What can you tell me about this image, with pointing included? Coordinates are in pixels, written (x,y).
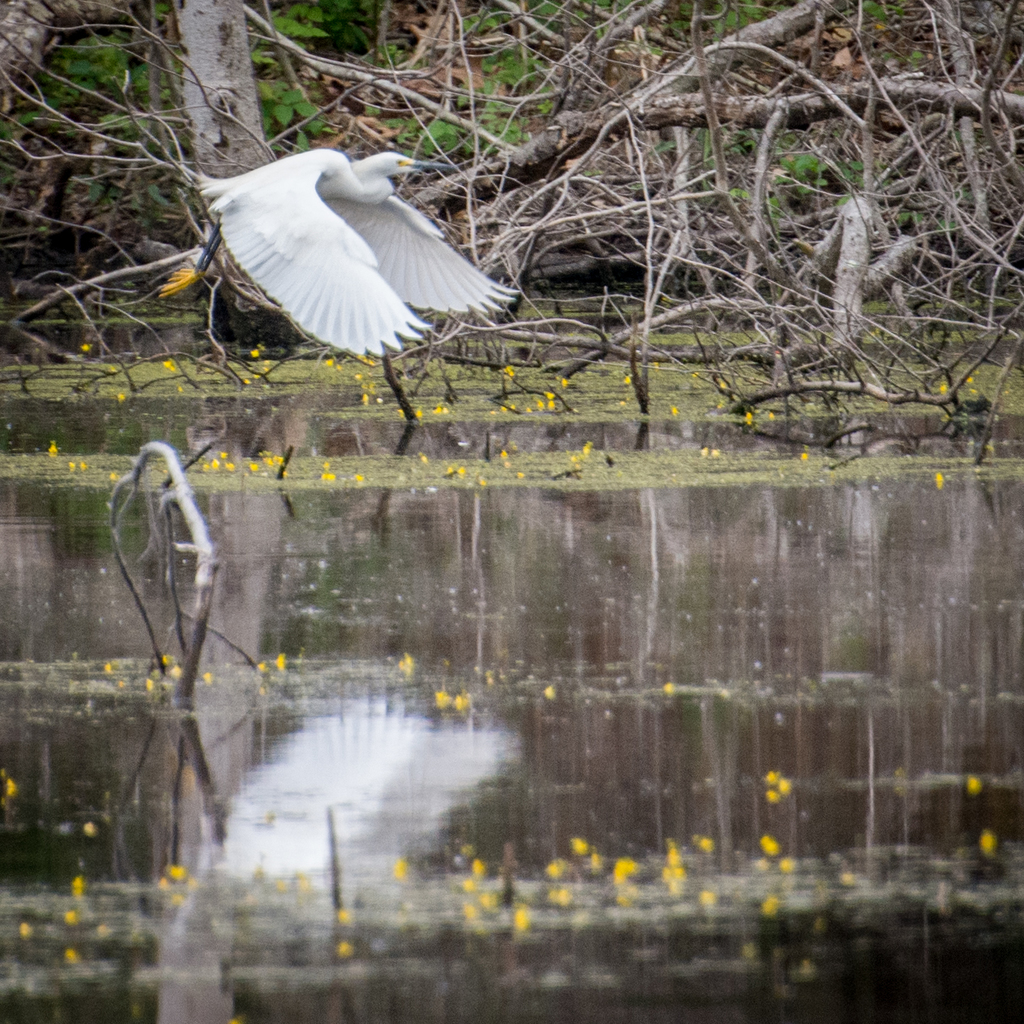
At the bottom of the image (425,729) we can see there are water (411,613). At the top of the image (264,215) there is a bird (283,216) is in the air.
